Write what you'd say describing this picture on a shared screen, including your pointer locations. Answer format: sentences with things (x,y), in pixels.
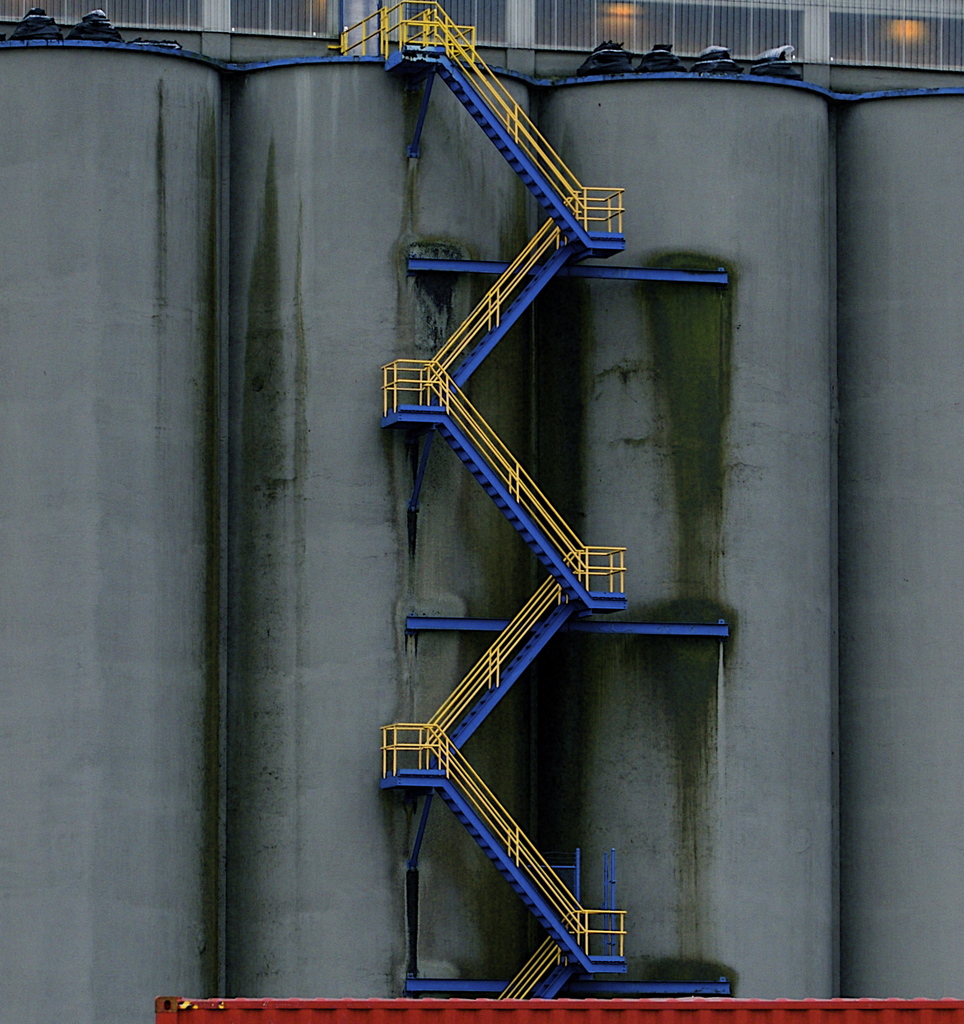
In this picture we can see a staircase (559,990), wall (199,368), fence (87,1), lights (898,27) and some objects (720,72).
